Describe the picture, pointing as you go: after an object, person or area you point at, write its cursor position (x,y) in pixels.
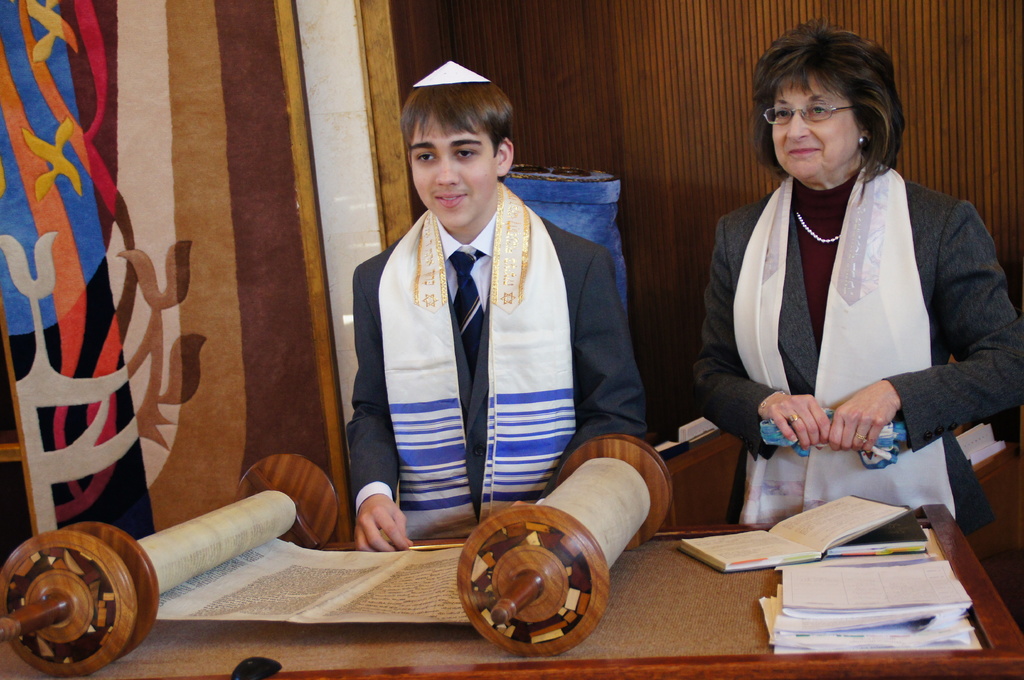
In this image I can see two persons (808,184) visible in front of table (743,619), on the table (692,535) there are wheels (63,548) and papers (436,600) attached to wheels (646,524), books (794,547), pens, papers (848,587) kept on table (634,614), in the background (493,70) there is a wooden wall (629,49) and on the left side (49,320) there is a design (75,239) visible on the wall (149,191).
